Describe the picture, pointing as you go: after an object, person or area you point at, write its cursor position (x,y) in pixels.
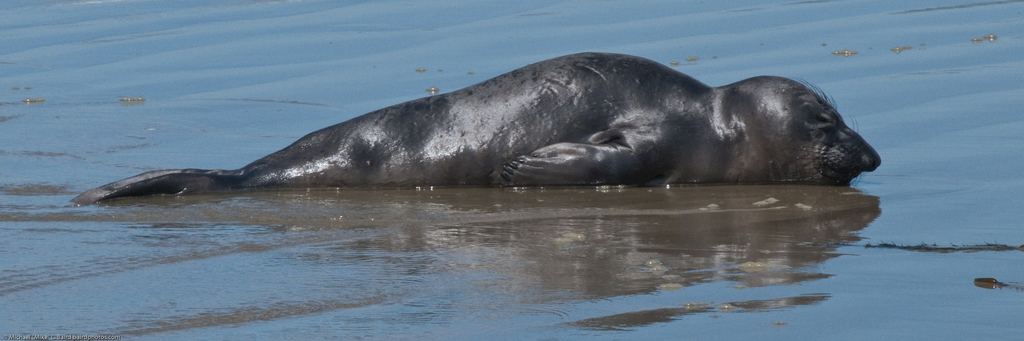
In this image I can see the ground (233,58), some water (812,259) on the ground (776,26) and an aquatic animal (447,99) which is black in color on the ground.
